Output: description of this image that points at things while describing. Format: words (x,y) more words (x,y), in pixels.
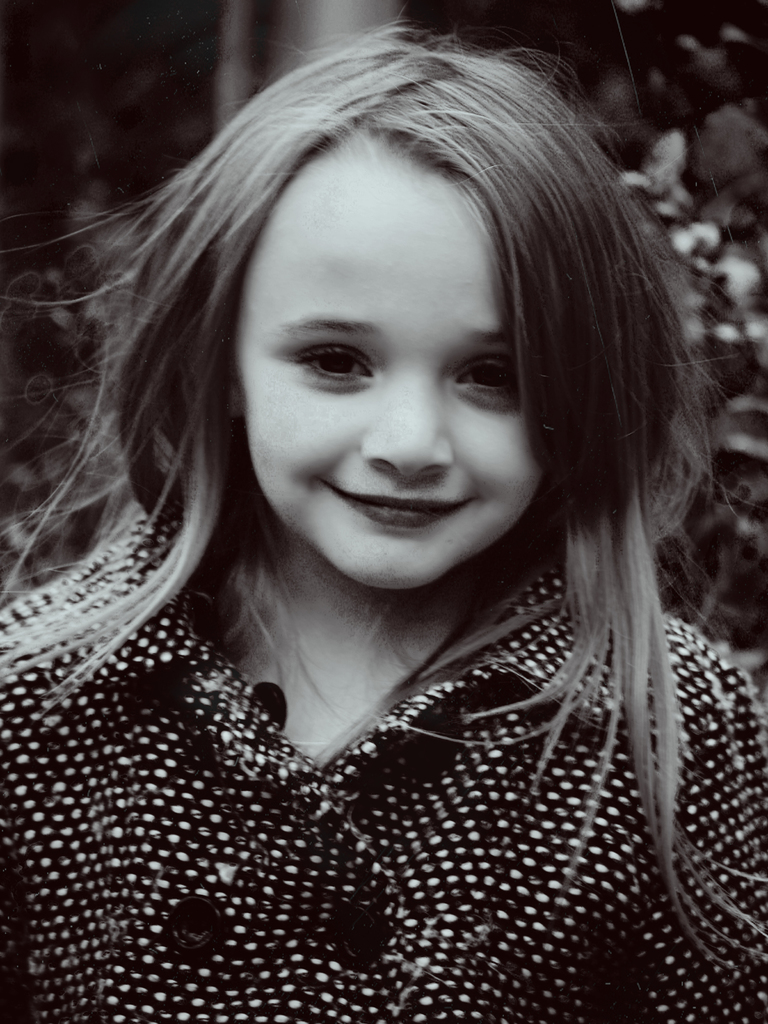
In this image I can see a girl (600,594) in the foreground (556,588), background (694,94) is blurry.
